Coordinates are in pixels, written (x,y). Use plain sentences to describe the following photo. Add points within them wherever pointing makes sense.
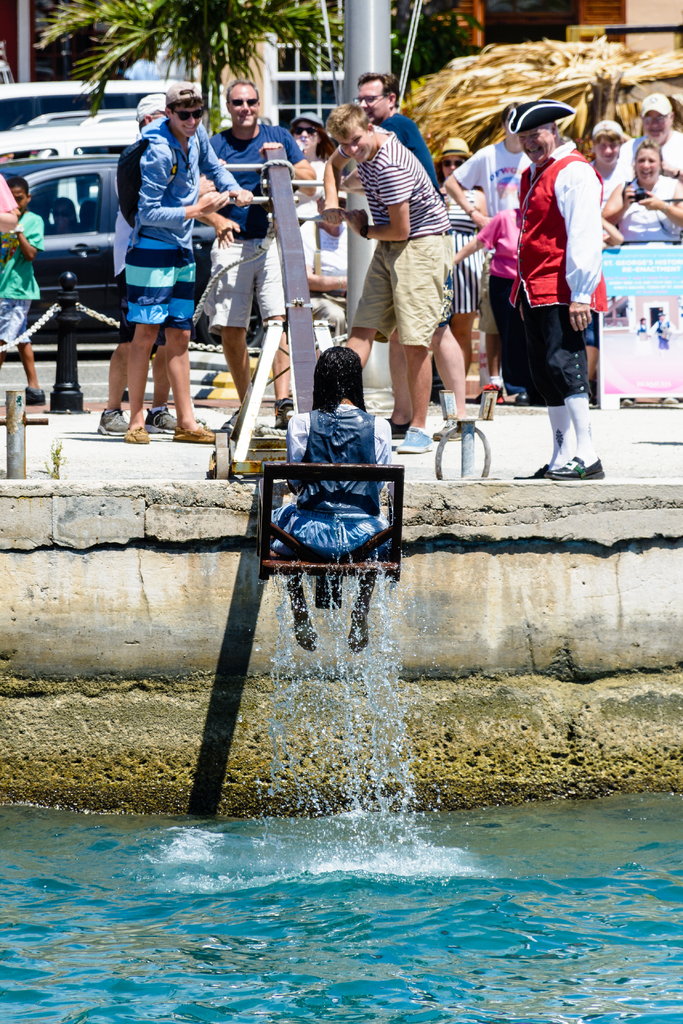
In this image, there is water (480,952) which is in blue color, at the middle (310,497) there is girl (301,504) sitting in a black color object (264,514), there are some people (488,256) standing on the floor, at the background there are some cars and there are some people (461,169) standing and watching, there is a green color tree (226,30).
